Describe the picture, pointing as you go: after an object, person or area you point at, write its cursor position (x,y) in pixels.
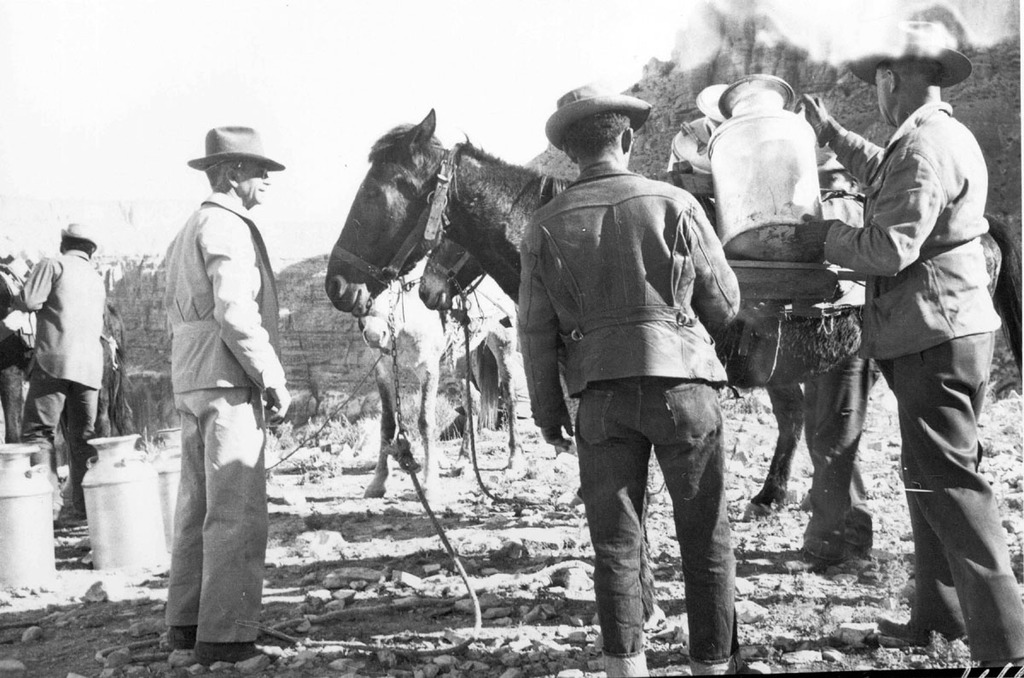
The image consists of few men (634,341) in front of a donkey (798,337) keeping jars (758,189) and attaching to it and over the background (313,318) there is a wall (157,300).
